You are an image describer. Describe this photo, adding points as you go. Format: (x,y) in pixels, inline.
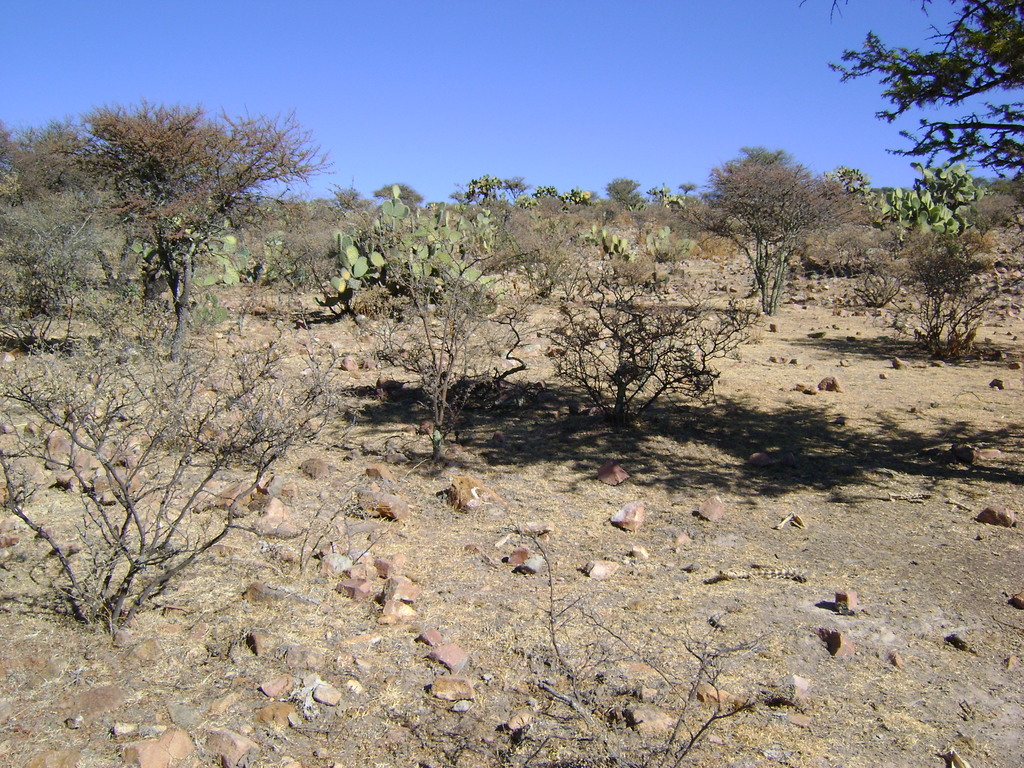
In this image I can see the ground (895,589), few rocks (359,581) on the ground (485,581) and few trees (180,470) which are brown and green in color. In the background (683,119) I can see the sky (546,115).
